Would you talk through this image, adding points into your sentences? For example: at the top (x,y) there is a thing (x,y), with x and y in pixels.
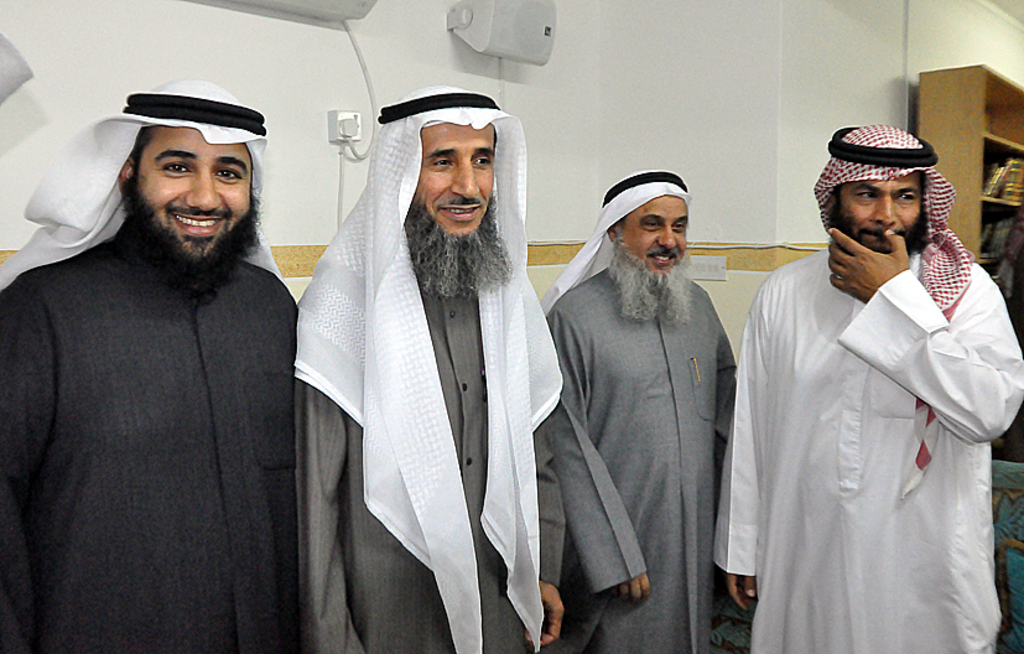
In this image we can see group of persons (625,386) standing on the floor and wearing turbans (200,123). In the background (476,54) we can see air conditioner (349,14), speaker (502,56), shelves (986,130) and wall (708,98).
